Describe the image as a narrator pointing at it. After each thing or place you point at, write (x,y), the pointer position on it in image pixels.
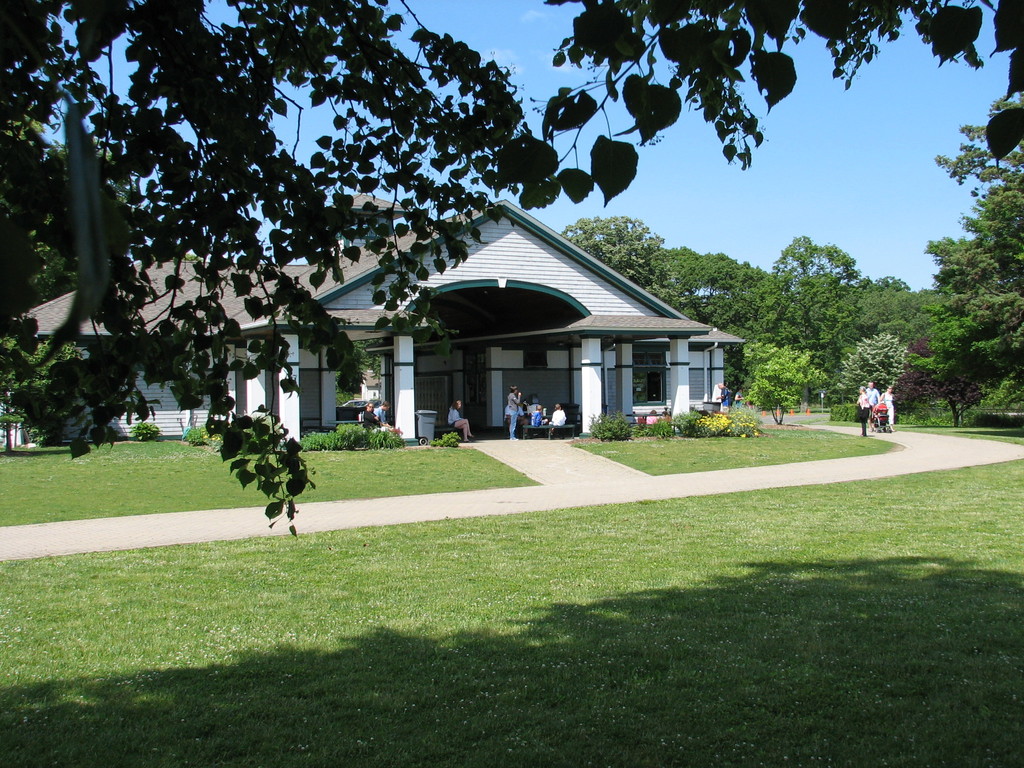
In this image, we can see a house (615,374) with pillars (288,425), walls (506,381). In the middle of the image (609,424), we can see few plants (677,423), trees (1016,278). At the bottom (645,584), there is a grass (505,558) and walkway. Here we can see few people (876,401). Few are sitting and standing. Background (712,168) there is a sky (799,173).
